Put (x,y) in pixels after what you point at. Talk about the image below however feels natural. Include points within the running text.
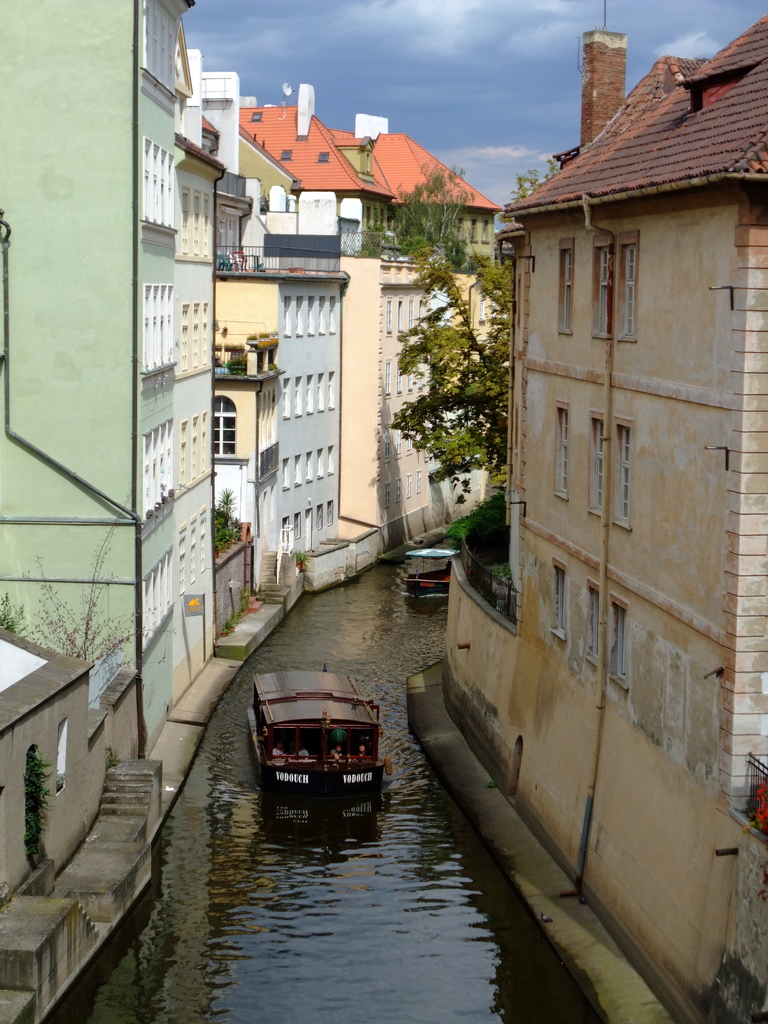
In this image I can see water (279,969) and in it I can see few boats (288,688). I can also see buildings (407,485), trees (449,232) and in the background (442,58) I can see the sky (433,79).
